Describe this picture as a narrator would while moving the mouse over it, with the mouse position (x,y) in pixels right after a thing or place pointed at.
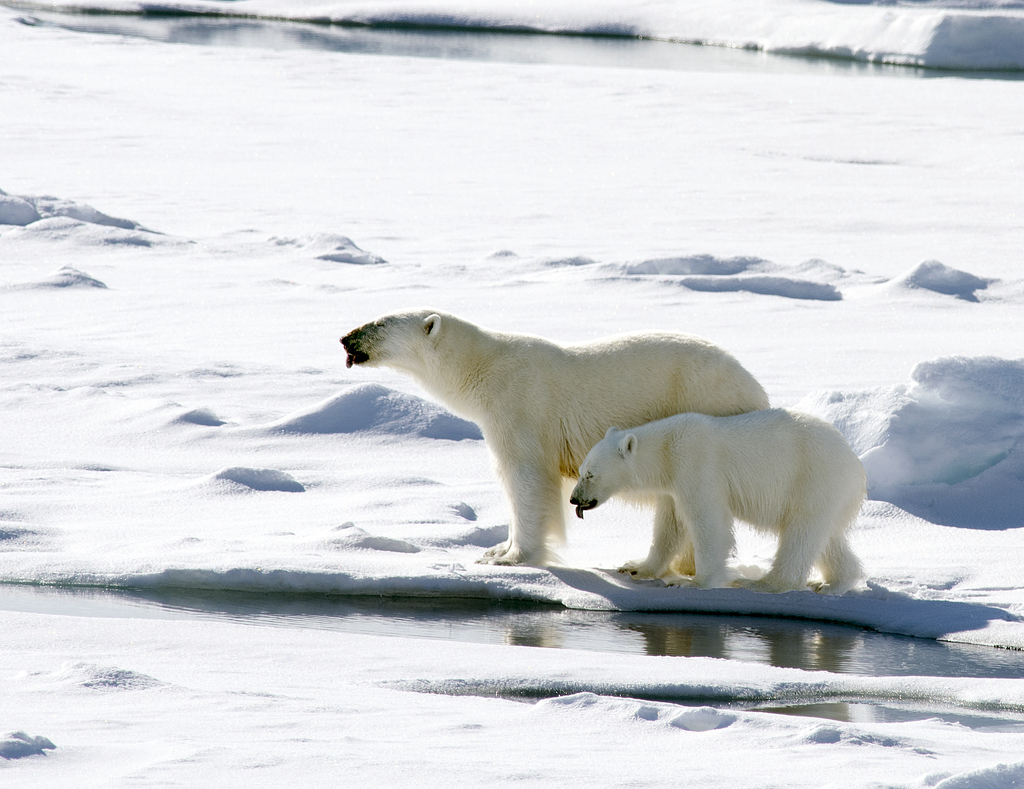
In this image we can see there are polar bears (561,424), snow (290,504) and water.
